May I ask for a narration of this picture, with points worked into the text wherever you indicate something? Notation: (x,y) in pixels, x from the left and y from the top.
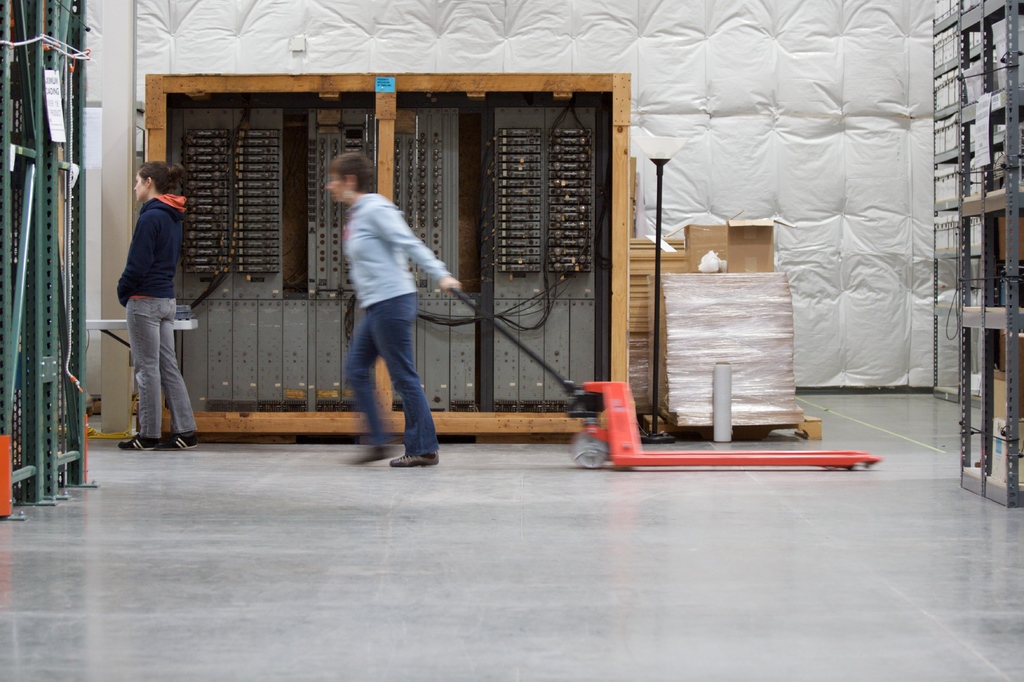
In this image in the center (374,332) there is one person (374,332) who is walking and she is holding something, on the left side (167,372) there is one woman (162,357) who is standing and on the right side (986,367) and left side (64,426) there are some cupboards (78,428). In that cupboards (960,140) there are some things (1004,454), and in the center (507,369) there is one wooden box (201,77). In that box (215,77) there are some wires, and in the background (653,98) there is a pole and some boxes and cloth (696,148). At the bottom (335,519) there is a floor (577,551).
